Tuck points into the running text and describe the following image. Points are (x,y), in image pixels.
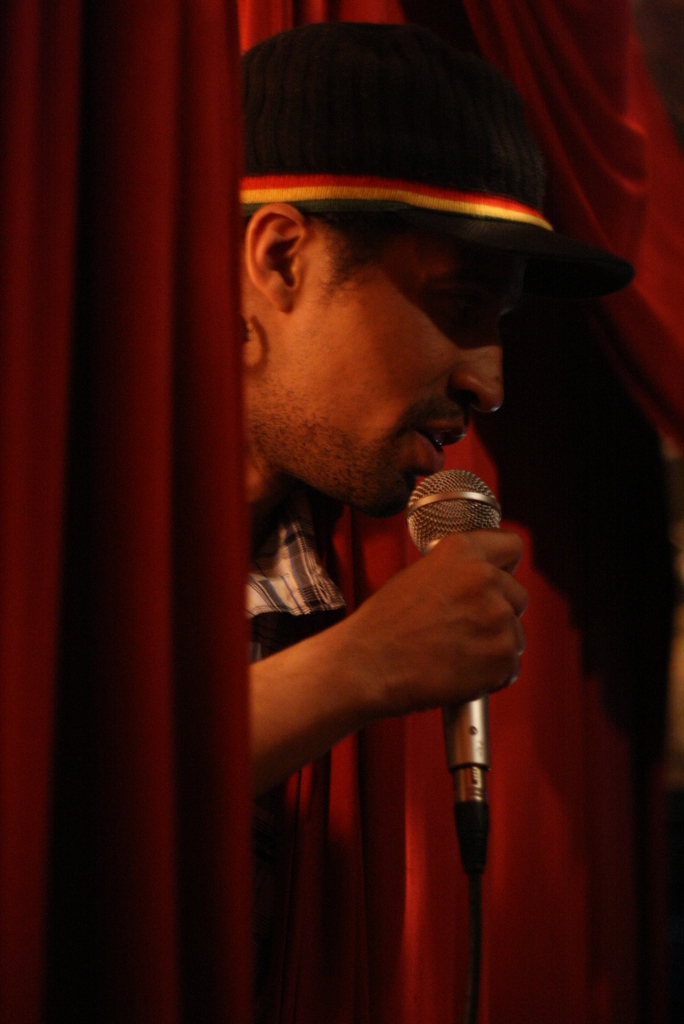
In this picture we can see clothes (549,71), cap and a man (321,660) holding a mic (476,488) with his hand (458,611).
